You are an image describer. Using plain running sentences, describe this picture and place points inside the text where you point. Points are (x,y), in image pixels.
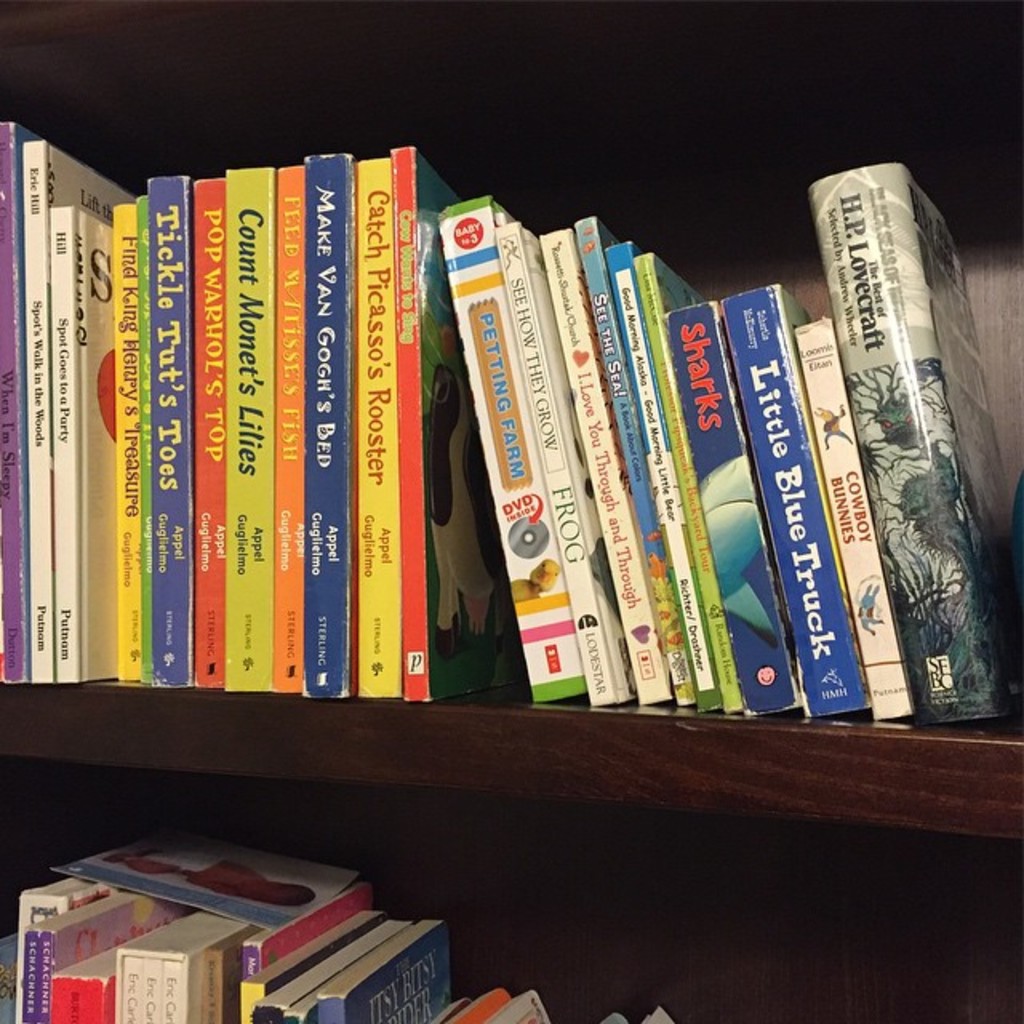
In this picture I can observe some books (427,598) in the shelf (84,148). There are red, orange, yellow and blue color books (294,325) in the shelf (314,150).
